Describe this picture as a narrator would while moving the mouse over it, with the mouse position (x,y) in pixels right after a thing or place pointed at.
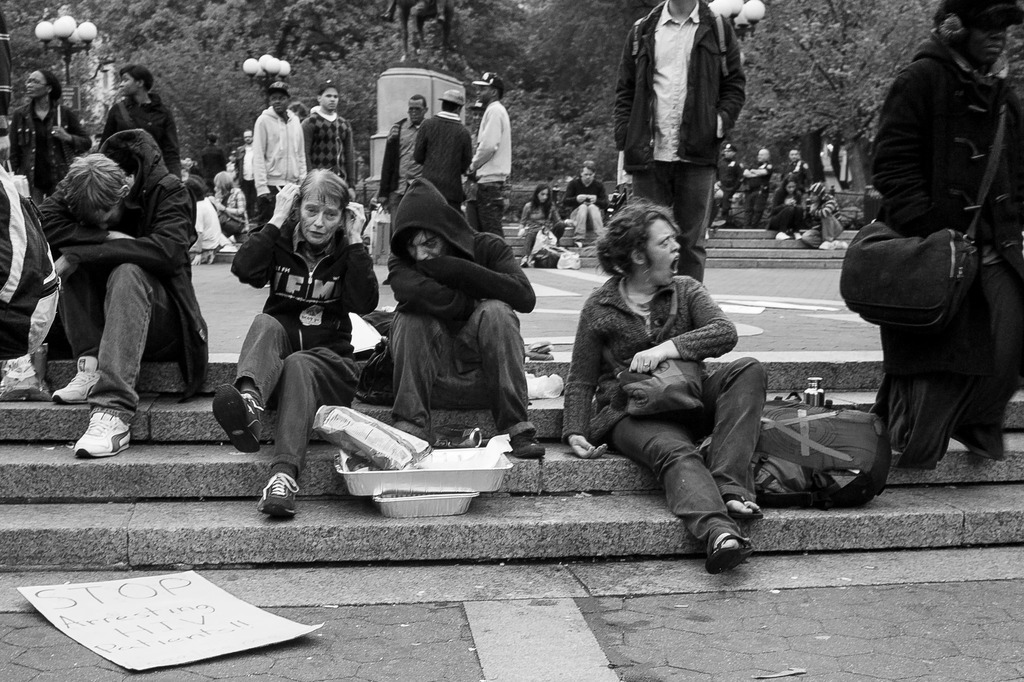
It is a black and white image there is a crowd (550,208) gathered in an area (196,469), some of them are sitting on the steps (150,507) and some of them are standing, behind these people (108,158) there are plenty of trees (834,117) and the crowd (454,321) were protesting on some issue.
